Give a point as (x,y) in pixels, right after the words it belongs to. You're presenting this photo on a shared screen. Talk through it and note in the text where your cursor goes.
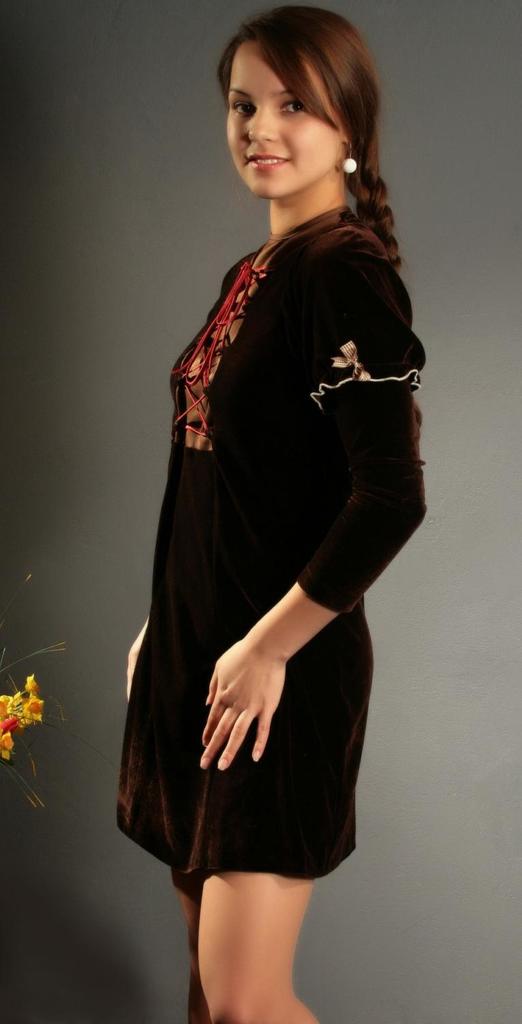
In this image I can see woman (370,461) is standing and wearing black dress (324,442). Background (120,252) is in grey and black color. We can see yellow color flower (40,720).
